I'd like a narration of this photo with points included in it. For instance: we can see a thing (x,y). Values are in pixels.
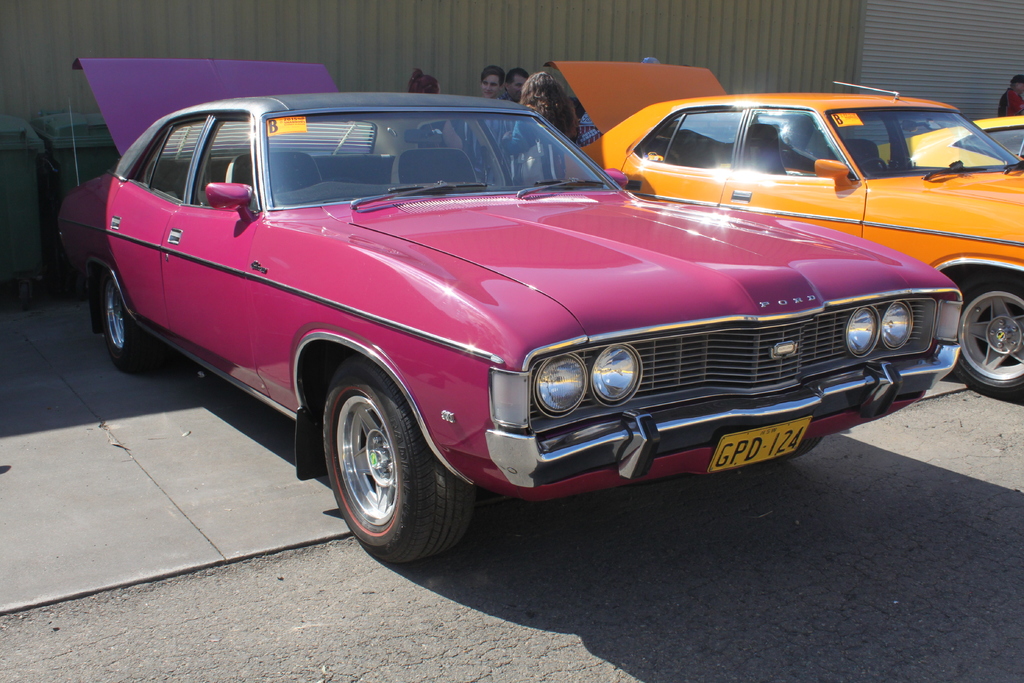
In this image we can see cars (601,302) parked on the floor (306,564) and in the background (537,91) there are persons (531,93) standing on the floor (137,483). In addition to this we can see walls (449,76) and bins (88,148).
